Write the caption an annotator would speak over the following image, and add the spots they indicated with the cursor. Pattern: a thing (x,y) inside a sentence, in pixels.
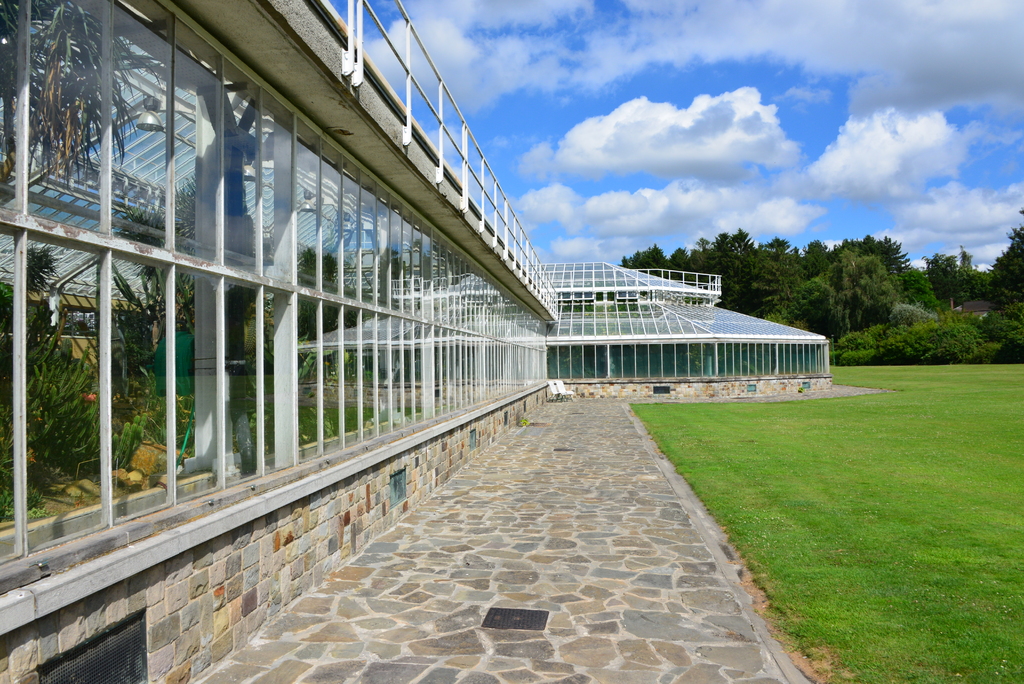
In this image I see the buildings (373,309) and I see the glasses (420,326) on it and I see the path (558,464) and I can also see the grass (890,413). In the background (969,353) I see the trees (758,251) and the sky (754,98).
